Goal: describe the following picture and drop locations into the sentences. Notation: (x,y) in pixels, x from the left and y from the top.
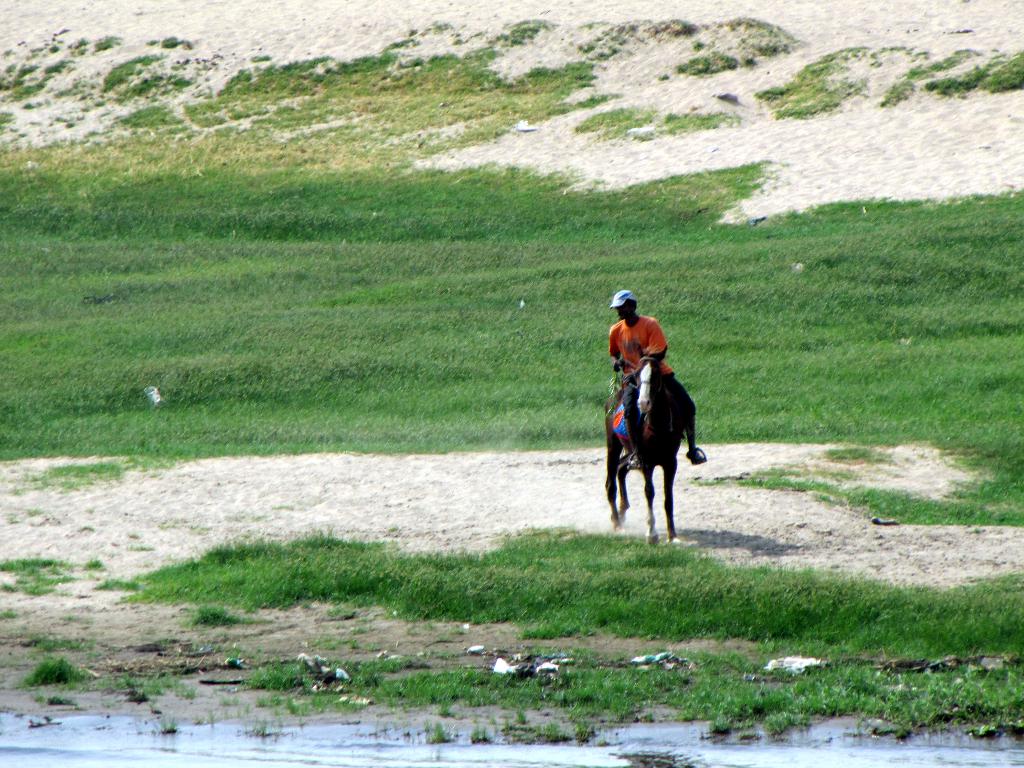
In this picture we can see a man (637,346) sitting on a horse (652,534). There is some grass (681,579) on the ground (879,198). We can see some sand (904,159) on the ground (496,702). There is water (54,729) from left to right.
